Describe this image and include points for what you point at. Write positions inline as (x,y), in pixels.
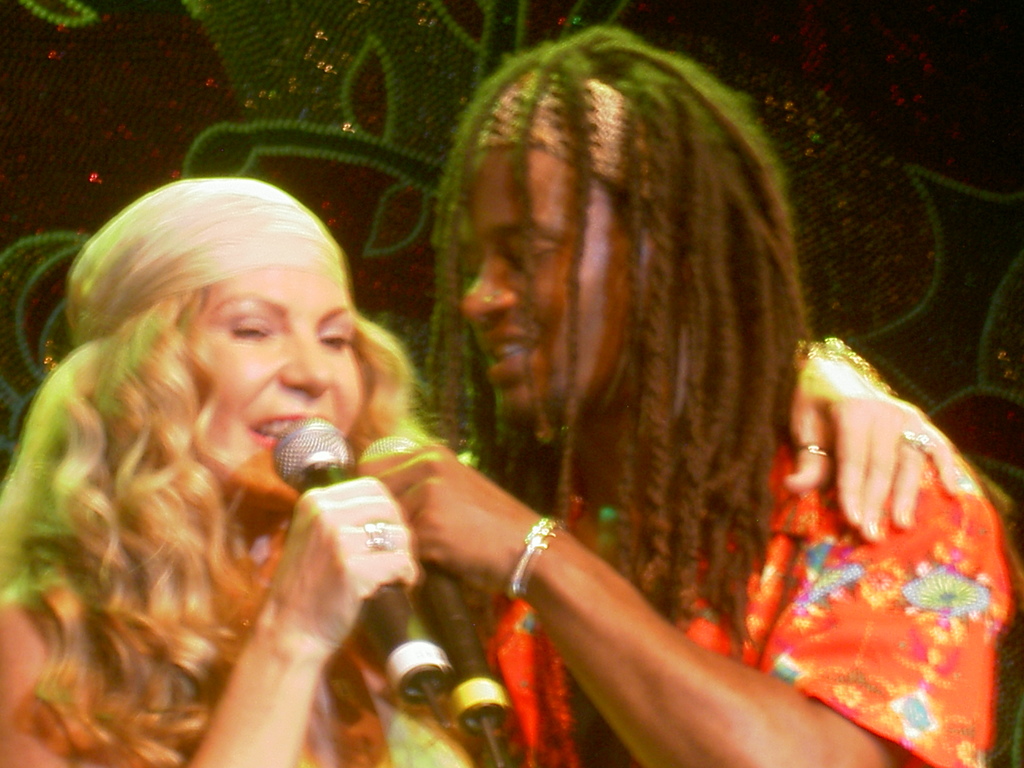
In this image I can see few people (587,587) and I can see they both are holding mics (417,573). Here I can see he is wearing red dress (881,608) and I can see this image is little bit blurry.
